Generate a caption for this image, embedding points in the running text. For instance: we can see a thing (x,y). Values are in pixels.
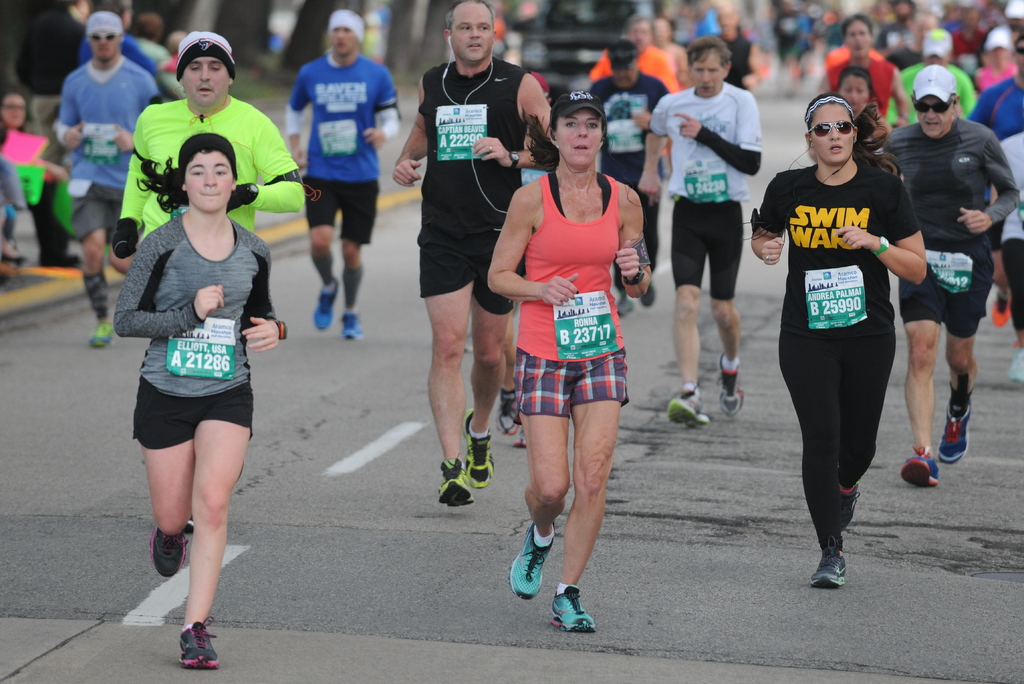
In this image we can see there are people (612,354) running on the road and at the back (416,49) it looks like a blur.
